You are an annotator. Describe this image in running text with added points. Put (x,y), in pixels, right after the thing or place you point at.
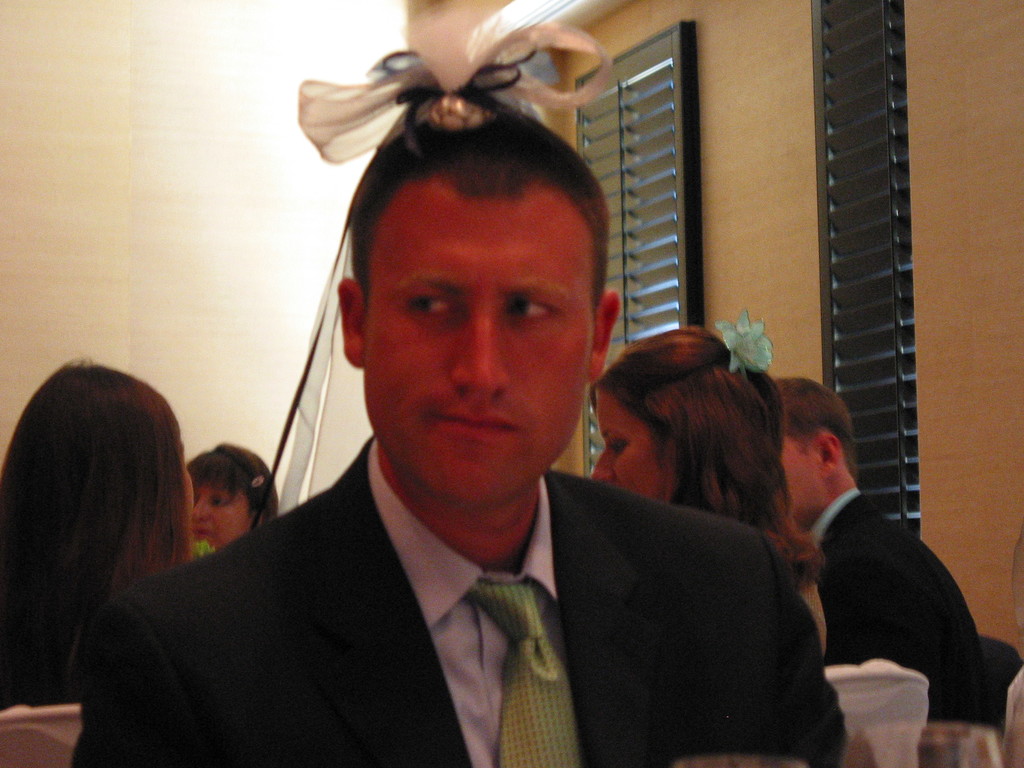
People (515,466) are sitting in a room (974,480). The person (677,687) at the front (594,612) is wearing a suit (575,684) and there is a band (406,107) on his head (512,126). There are window blinds (867,148) at the right (895,295) back.
